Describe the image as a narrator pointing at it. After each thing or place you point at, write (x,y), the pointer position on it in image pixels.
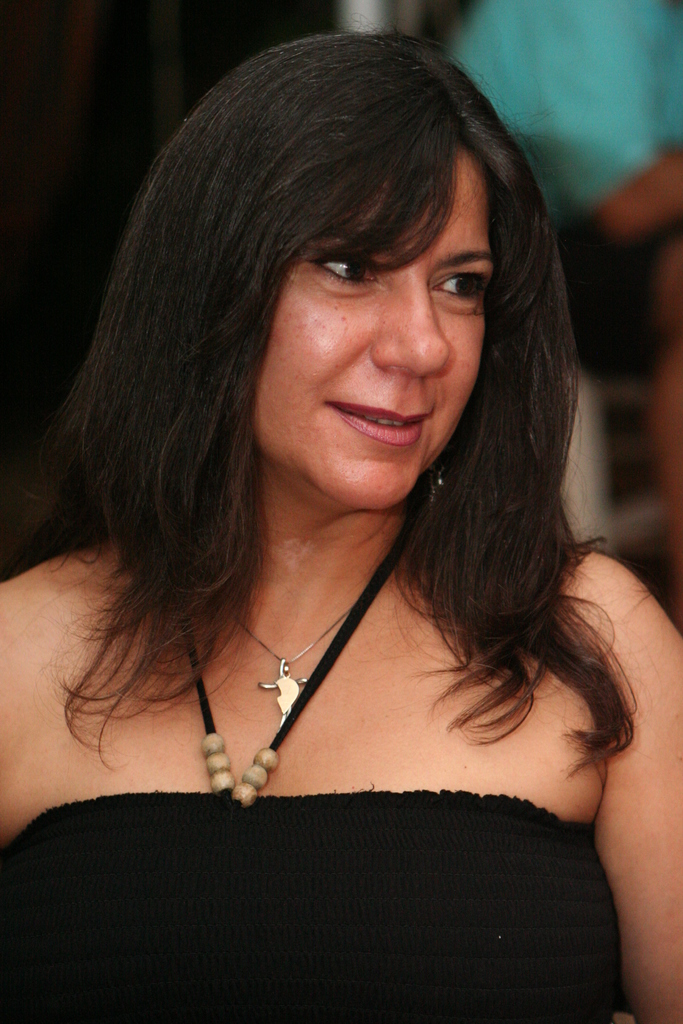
In this image we can see a woman (337,845) wearing a black dress (234,1012) and in the background (172,100) the image is blurred.
